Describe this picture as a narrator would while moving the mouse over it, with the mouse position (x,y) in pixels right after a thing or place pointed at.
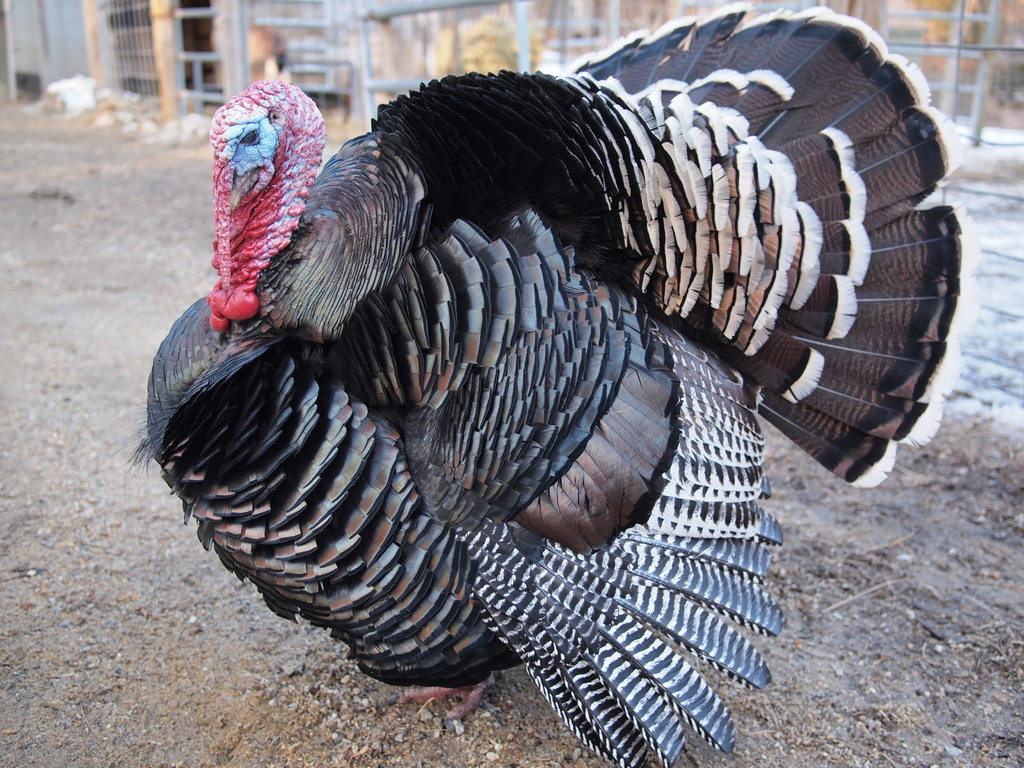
In the image we can see an dindon sauvage (782,116). Behind the dindon sauvage (917,101) there is fencing (216,49).
